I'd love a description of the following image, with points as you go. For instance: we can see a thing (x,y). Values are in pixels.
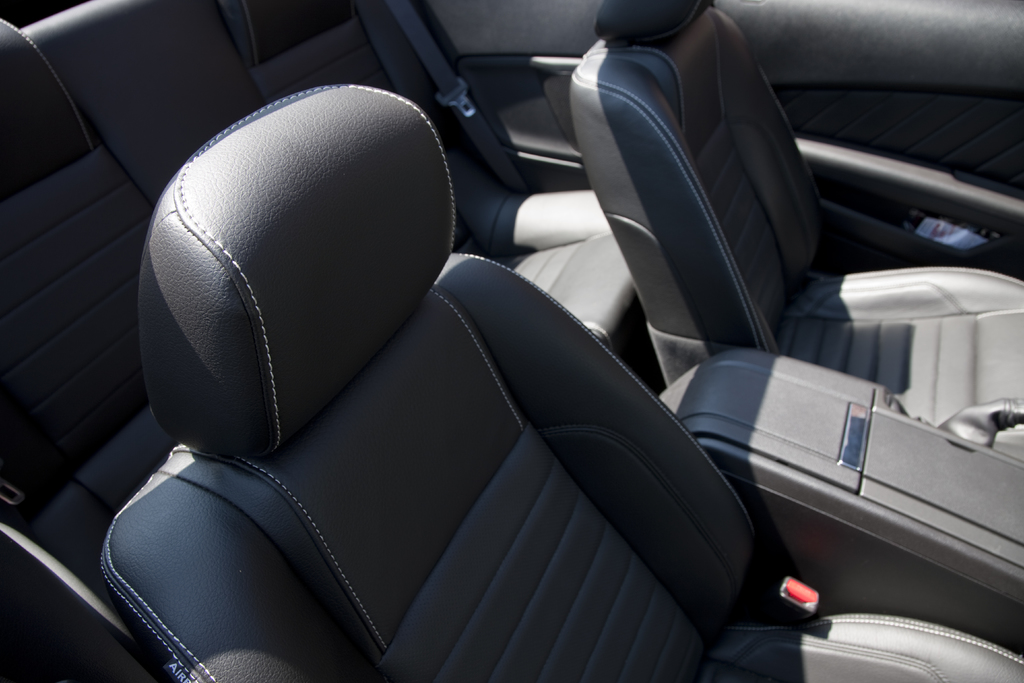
In this picture we can see seats (665,522), seat belts (415,47) and some objects (948,479).
